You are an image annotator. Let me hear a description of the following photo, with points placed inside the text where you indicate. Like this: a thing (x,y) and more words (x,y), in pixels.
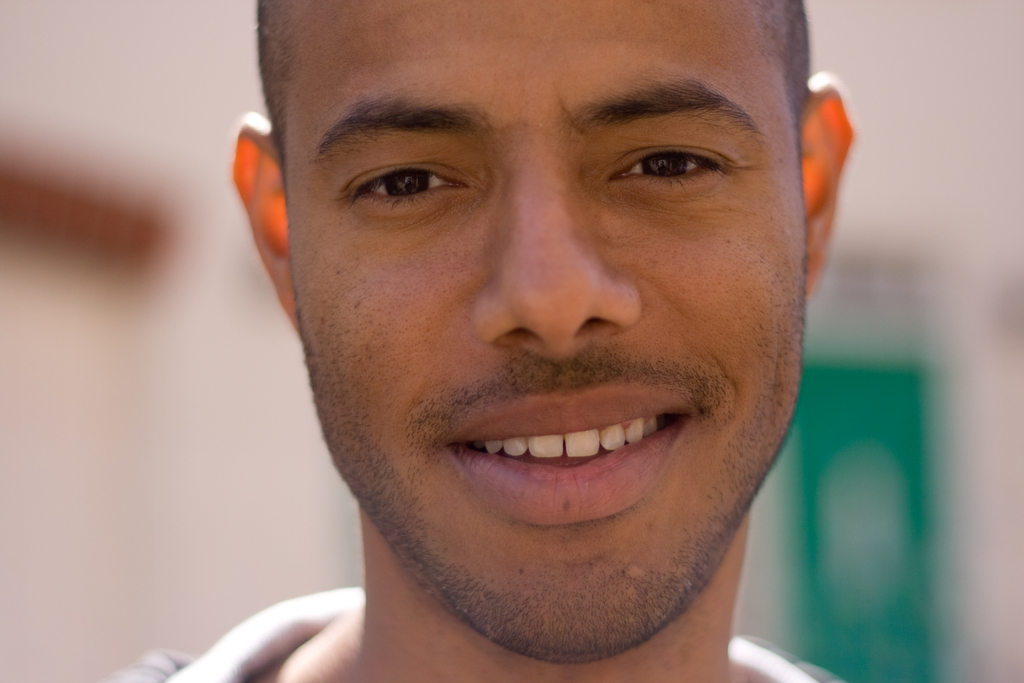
In the picture we can see a man's face (599,612) with a smile and behind him we can see some things (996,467) are placed which are not clearly visible.
